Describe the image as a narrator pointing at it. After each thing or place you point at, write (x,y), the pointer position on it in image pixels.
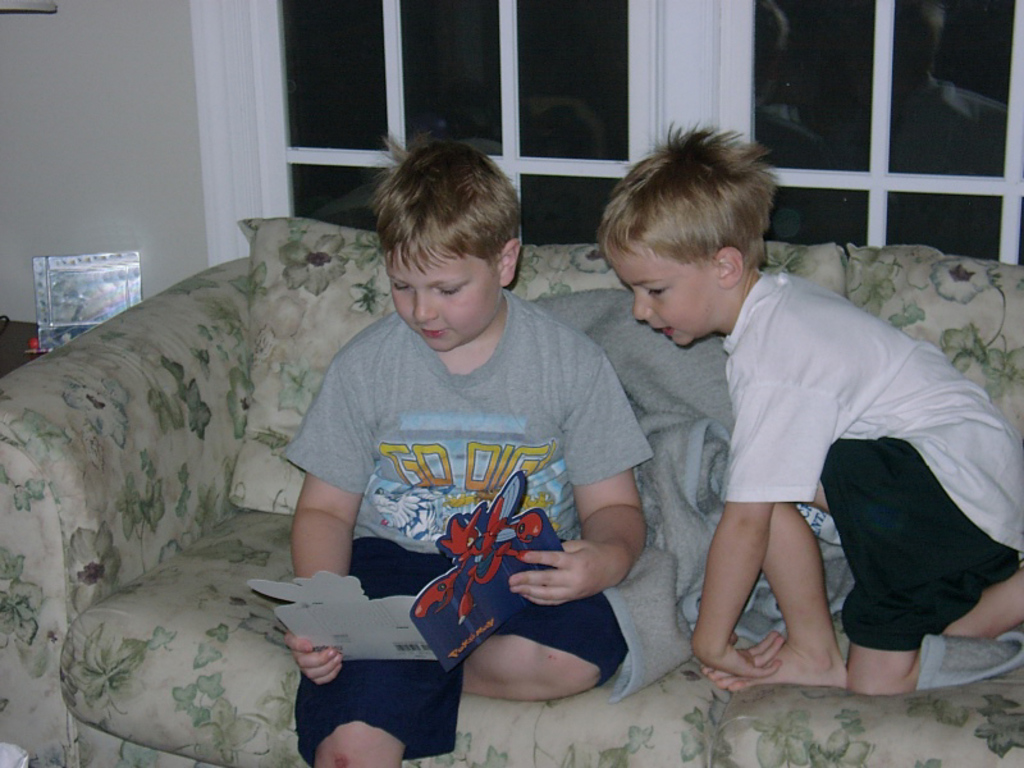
In this image we can see two boys (763,395) are sitting on a couch (662,477). A boy (571,528) is reading a book (504,570). An object (104,317) is placed on the table (21,337).
